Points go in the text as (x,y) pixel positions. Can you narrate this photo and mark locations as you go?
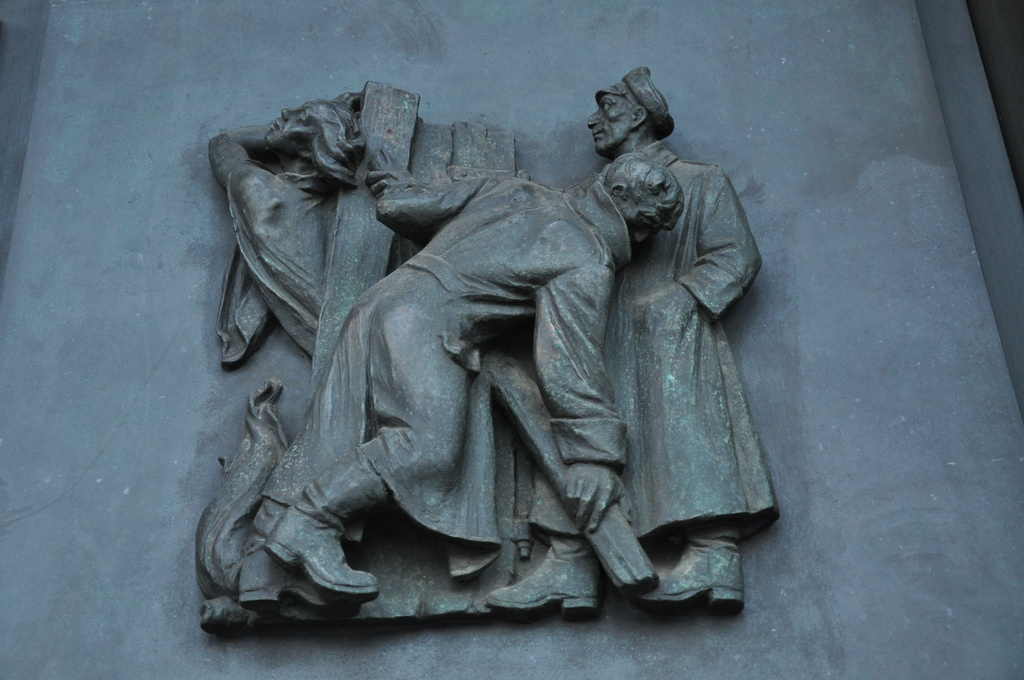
In this picture, we see the bronze statues (473,285). In the background (824,93), we see a wall (882,202) which is grey in color.
